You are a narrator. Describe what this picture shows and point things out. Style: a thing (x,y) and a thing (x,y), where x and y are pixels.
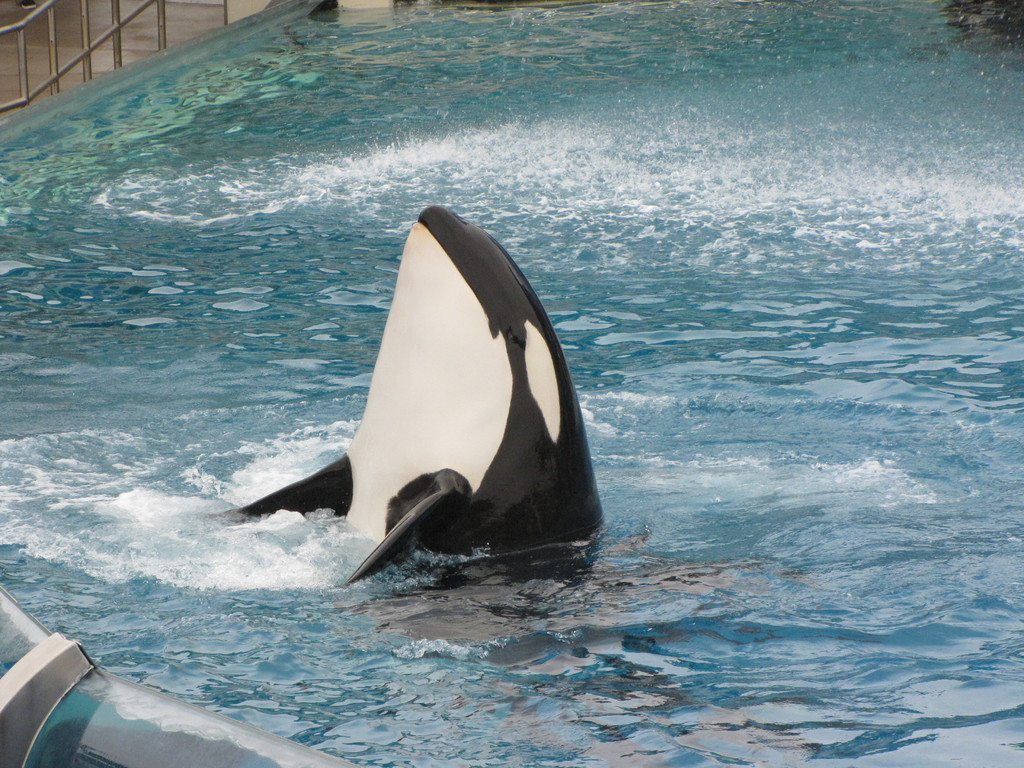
In the middle of the image (478,323), there is a killer whale (510,375) in black and white color combination, in the water (498,630). In the background (25,54), there is a fence (87,13).
